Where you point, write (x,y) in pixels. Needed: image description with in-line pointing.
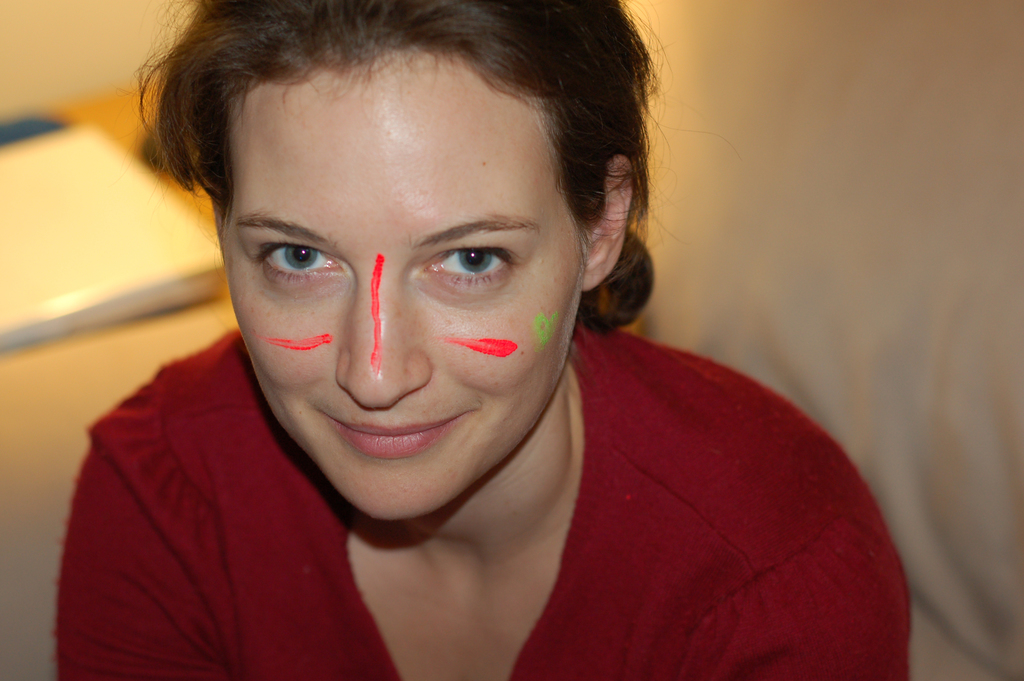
In this image we can see a woman (564,419). On the woman's face (325,378) we can see some color (304,346). The background of the image (856,31) is blurred.
